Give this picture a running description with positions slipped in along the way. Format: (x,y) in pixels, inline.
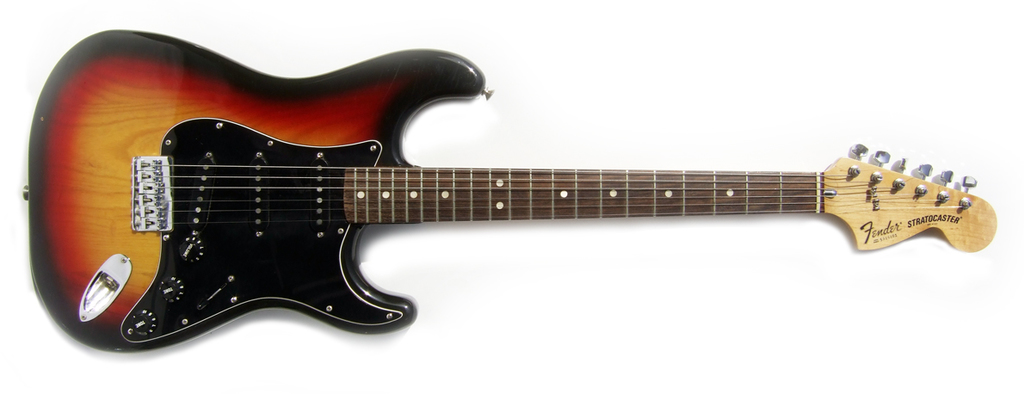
In this picture we can see a guitar (171,84) with red and black combination and it is beautifully placed.
